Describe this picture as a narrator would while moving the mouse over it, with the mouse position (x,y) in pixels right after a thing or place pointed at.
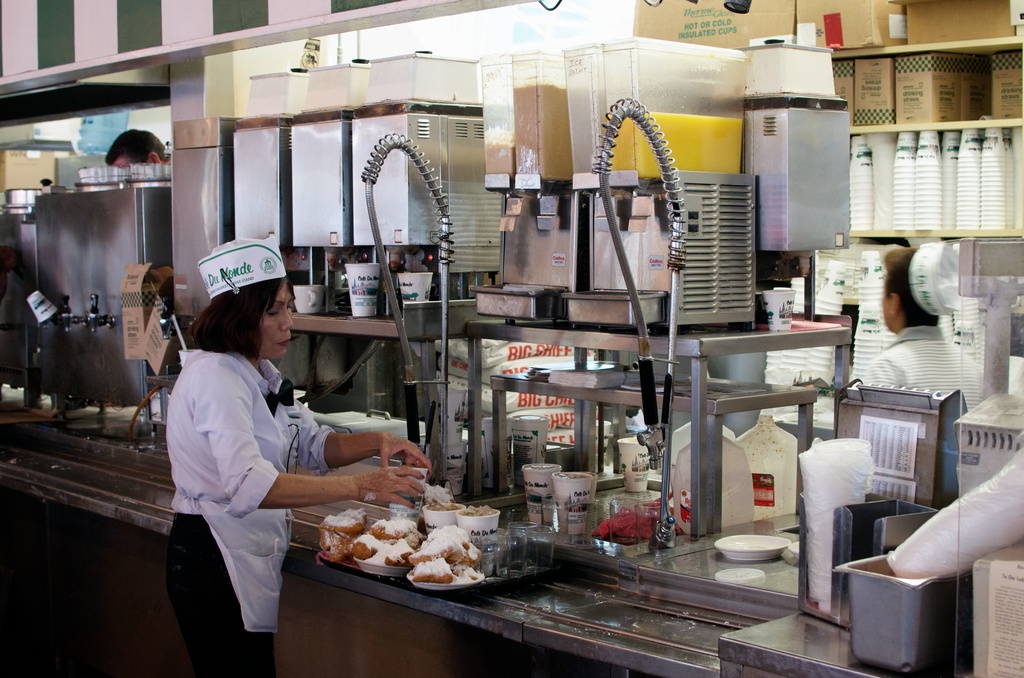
In this image we can see this person (250,564) wearing apron (262,625) and cap (258,267) is standing near the table (294,619). Here we can see food items (480,555) on the plate (410,557), glasses (509,555), machines (929,461) and few more things (648,405) kept here. In the background (929,319), we can see these people (934,354) standing here, glasses (870,309) and cardboard boxes (902,80) kept in the shelf (886,52).
